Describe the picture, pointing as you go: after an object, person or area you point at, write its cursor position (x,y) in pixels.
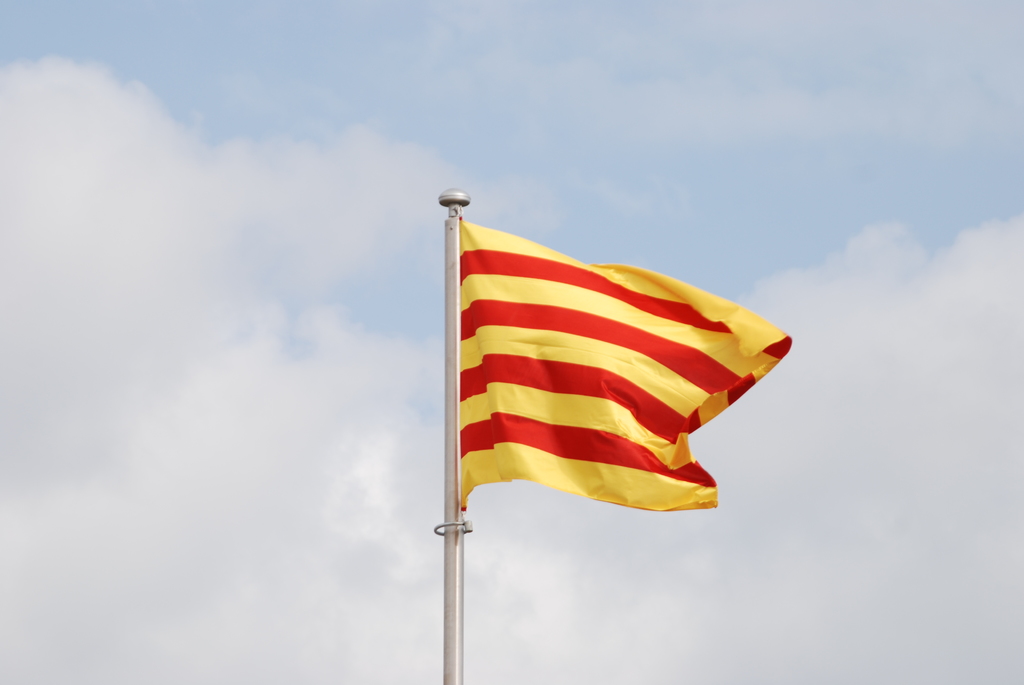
In the middle (458,325) I can see a flag pole (456,659). In the background (230,305) I can see the sky (299,511). This image is taken may be during a day.
